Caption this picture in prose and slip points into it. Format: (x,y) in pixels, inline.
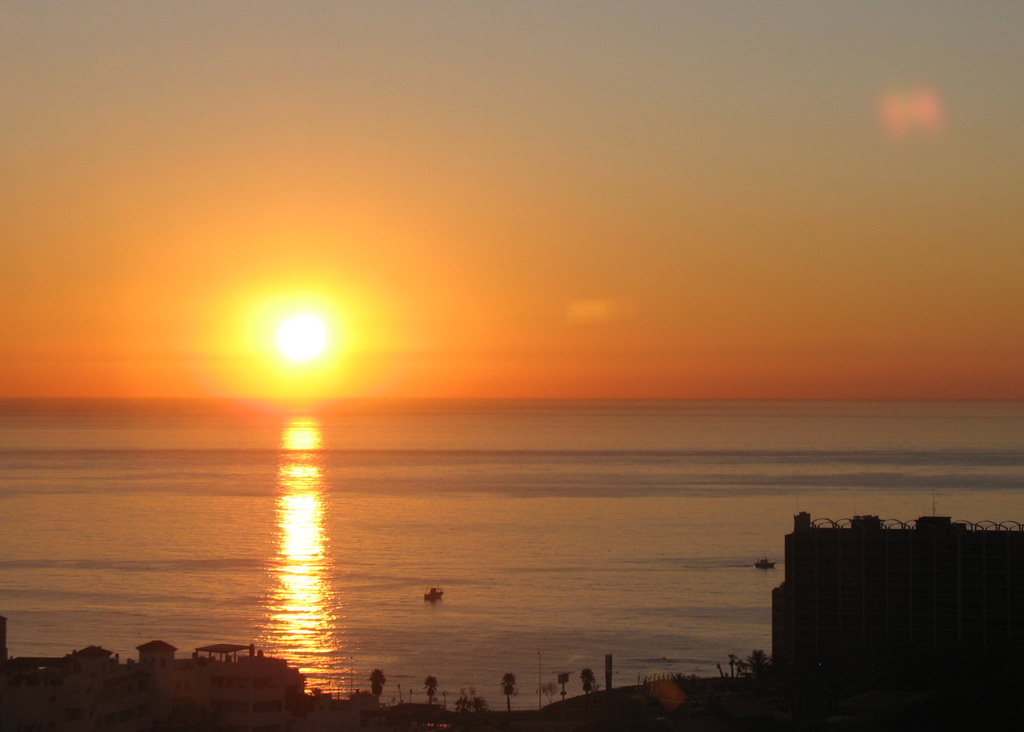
In this image we can see buildings (875,590), trees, two objects (761,562) on the water (600,553) looks like boats (772,568) and in the background (603,356) there are sky (574,223) and sun (308,356).
